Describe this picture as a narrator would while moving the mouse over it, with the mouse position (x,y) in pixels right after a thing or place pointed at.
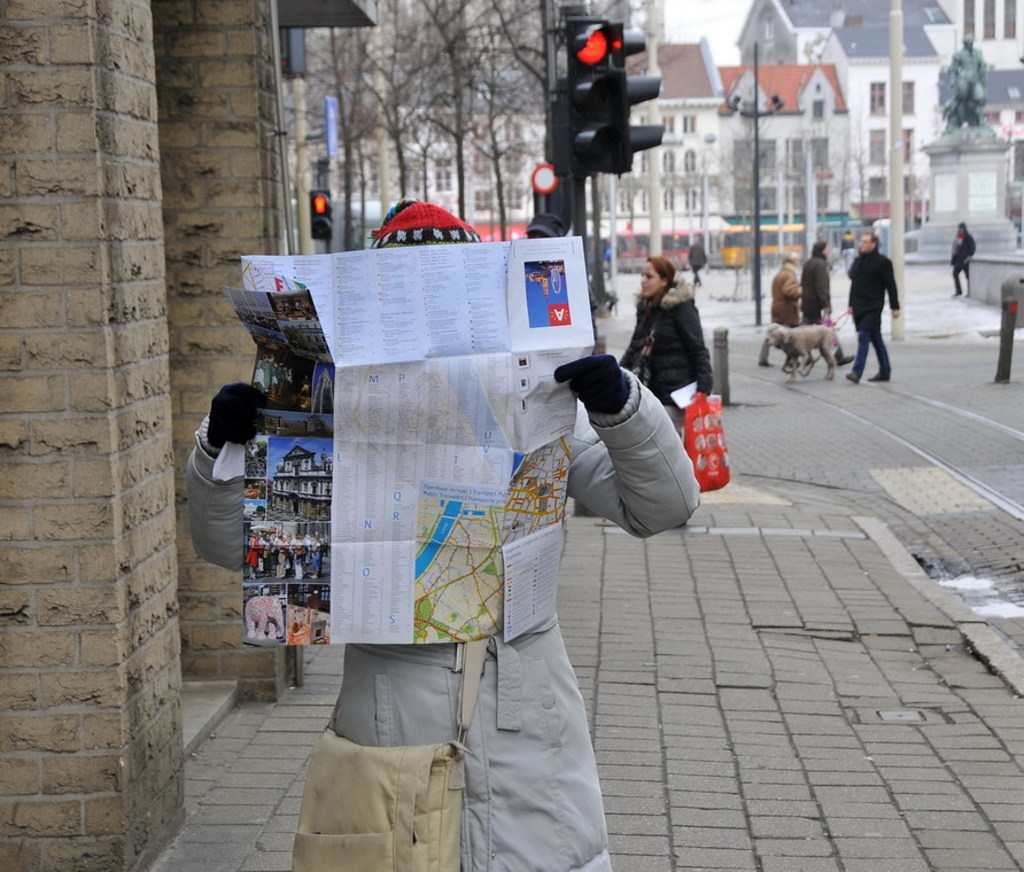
In this image we can see a group of persons (957,245). In the foreground (538,521) we can see a person (395,654) holding a paper (462,523). On the left side of the image (183,470) we can see pillars (187,450). Behind the person (643,408) we can see a dog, poles (652,121), traffic lights (645,136), a group of trees (499,145) and buildings (691,136). On the top right (963,176), we can see a statue (971,42).
